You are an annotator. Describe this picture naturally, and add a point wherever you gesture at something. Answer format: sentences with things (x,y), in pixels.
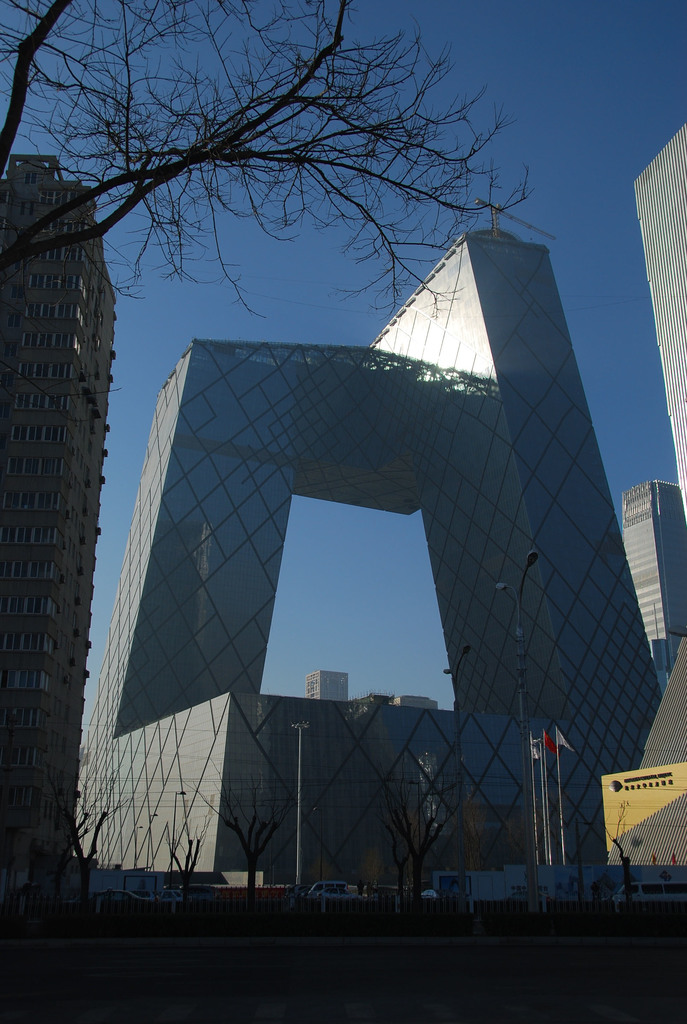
In this image there are few buildings (453,560). Before it there are few trees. Few vehicles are on the road (412,964). Right side there are few poles (532,743) having flags (568,746). Left top there is a tree (146,104). Background (299,608) there is sky (585,173). Bottom of the image (130,906) there is a fence (238,906).
